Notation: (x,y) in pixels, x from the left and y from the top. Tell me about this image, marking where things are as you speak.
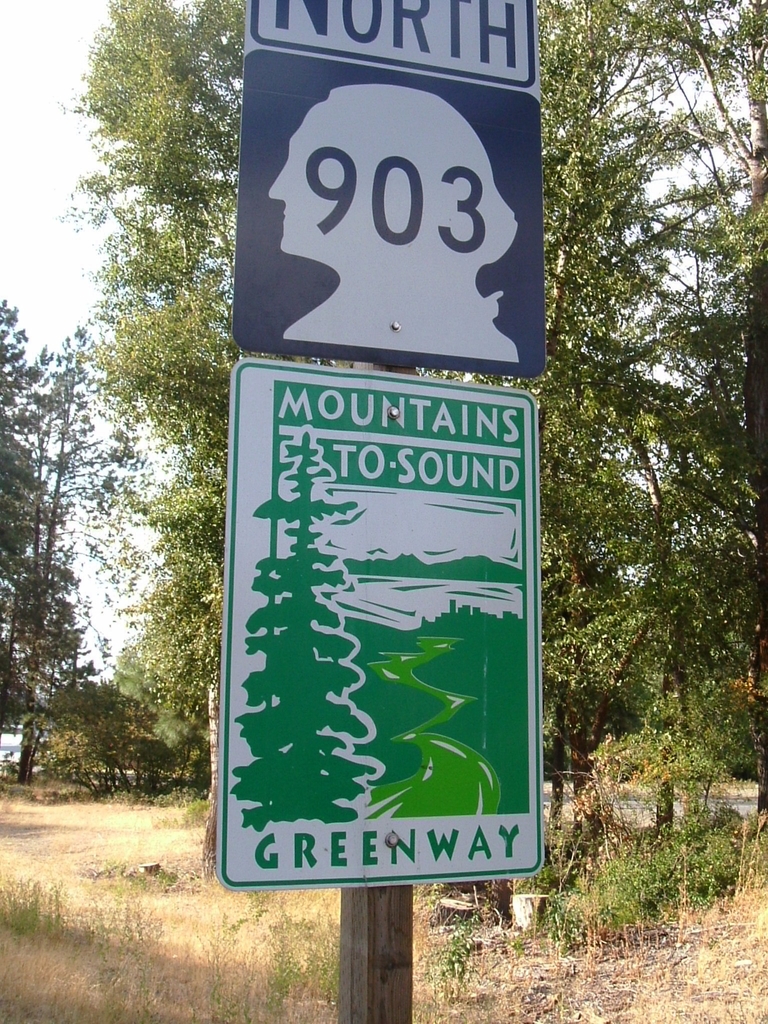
In this picture we can see name boards (281,386) attached to a pole (370,938) and in the background (298,982) we can see the ground (208,884), plants (579,848), trees (203,638) and the sky (65,260).
